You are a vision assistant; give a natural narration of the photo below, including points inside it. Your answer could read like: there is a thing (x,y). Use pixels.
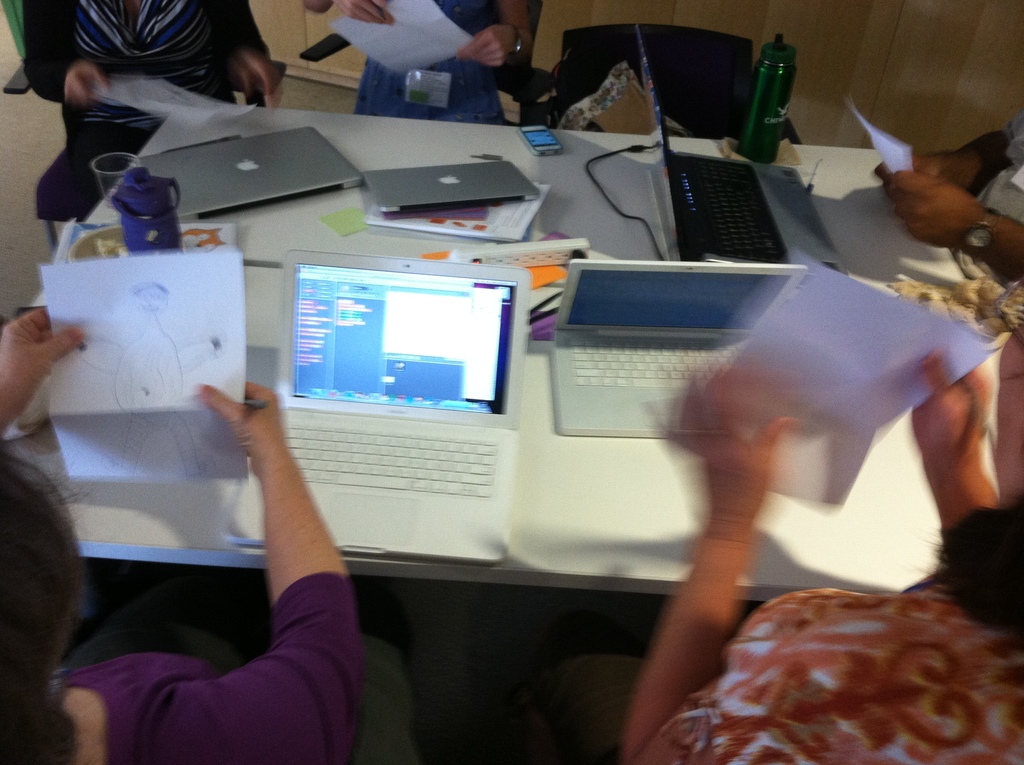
Here in this picture in the middle (402,285) we can see number of laptops (309,161) present on the table (398,162) and we can also see books (192,233) and papers (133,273) present on it and around the table (379,120) we can see people (487,80) sitting on chairs (312,56) and we can see they are also holding papers (795,299) in their hands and we can see glasses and bottle (129,241) also present on the table (541,449).
